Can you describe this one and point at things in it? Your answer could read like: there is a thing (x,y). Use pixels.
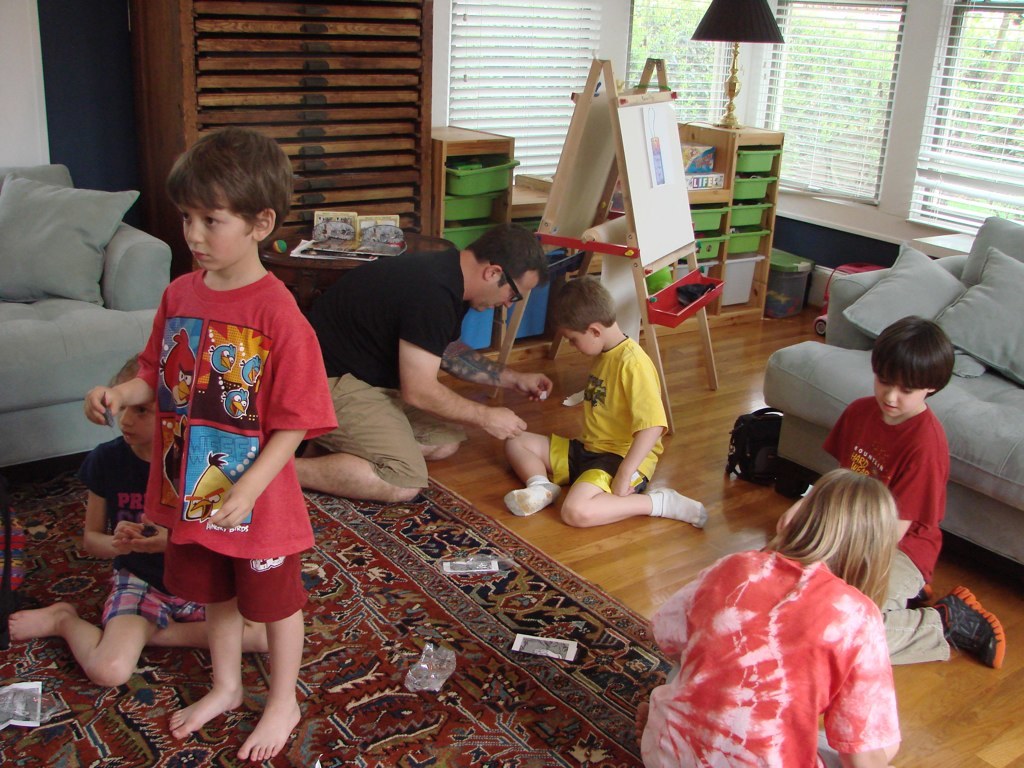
On the background (800,89) we can see windows (488,126), desk (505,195) and a lamp (770,19) on it. We can see a board (629,216) here. Here we can see five persons (873,488) sitting on a floor (671,587). This man (434,359) is doing first aid to this boy's leg (519,459). Here we can see floor carpet (506,664) and few cards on it. We can see a boy (218,673) in red shirt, standing on the floor (258,688). These are sofas (87,367) and cushions (21,271).
